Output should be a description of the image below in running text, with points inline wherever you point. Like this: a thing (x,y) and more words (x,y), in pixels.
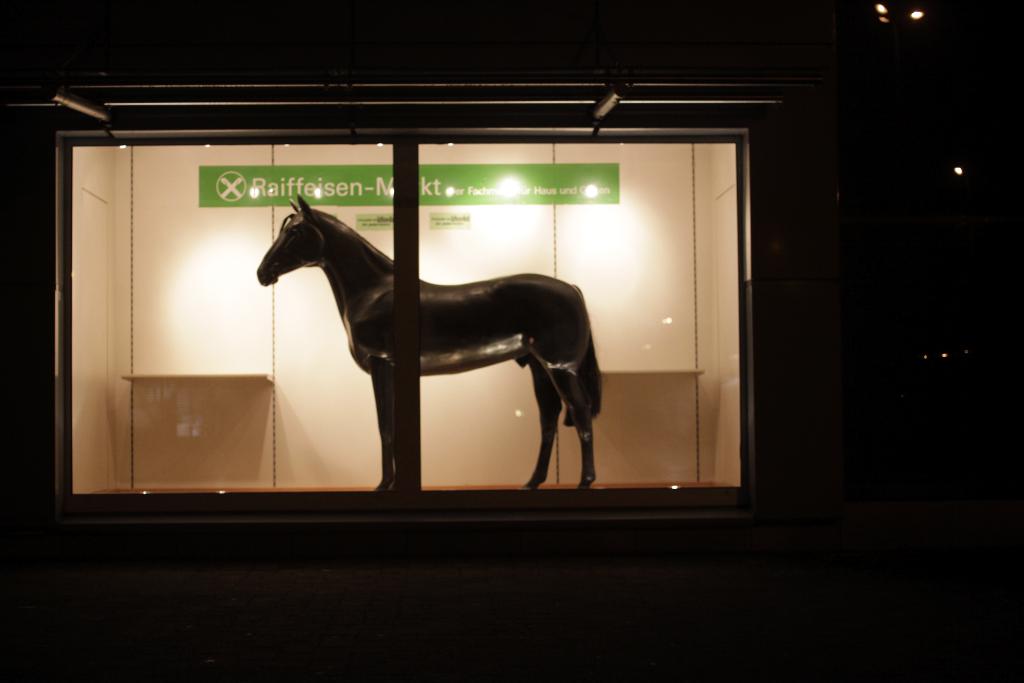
In this picture I can see there is a black horse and it is placed in a showcase (336,461), there is something written in the backdrop (442,199) and there are few lights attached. The remaining image is dark.
